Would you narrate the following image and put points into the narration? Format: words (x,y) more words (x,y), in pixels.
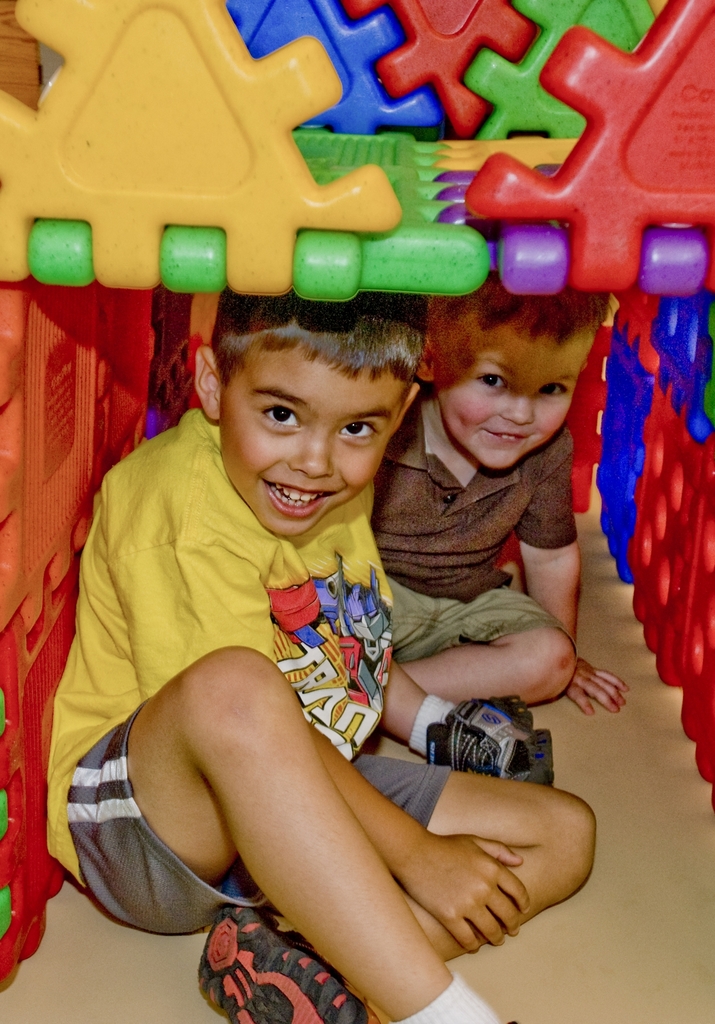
In the image we can see two children (418,466) sitting, they are wearing clothes (393,605), socks (441,997) and shoes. They are smiling, this is a toy lego (495,128).
